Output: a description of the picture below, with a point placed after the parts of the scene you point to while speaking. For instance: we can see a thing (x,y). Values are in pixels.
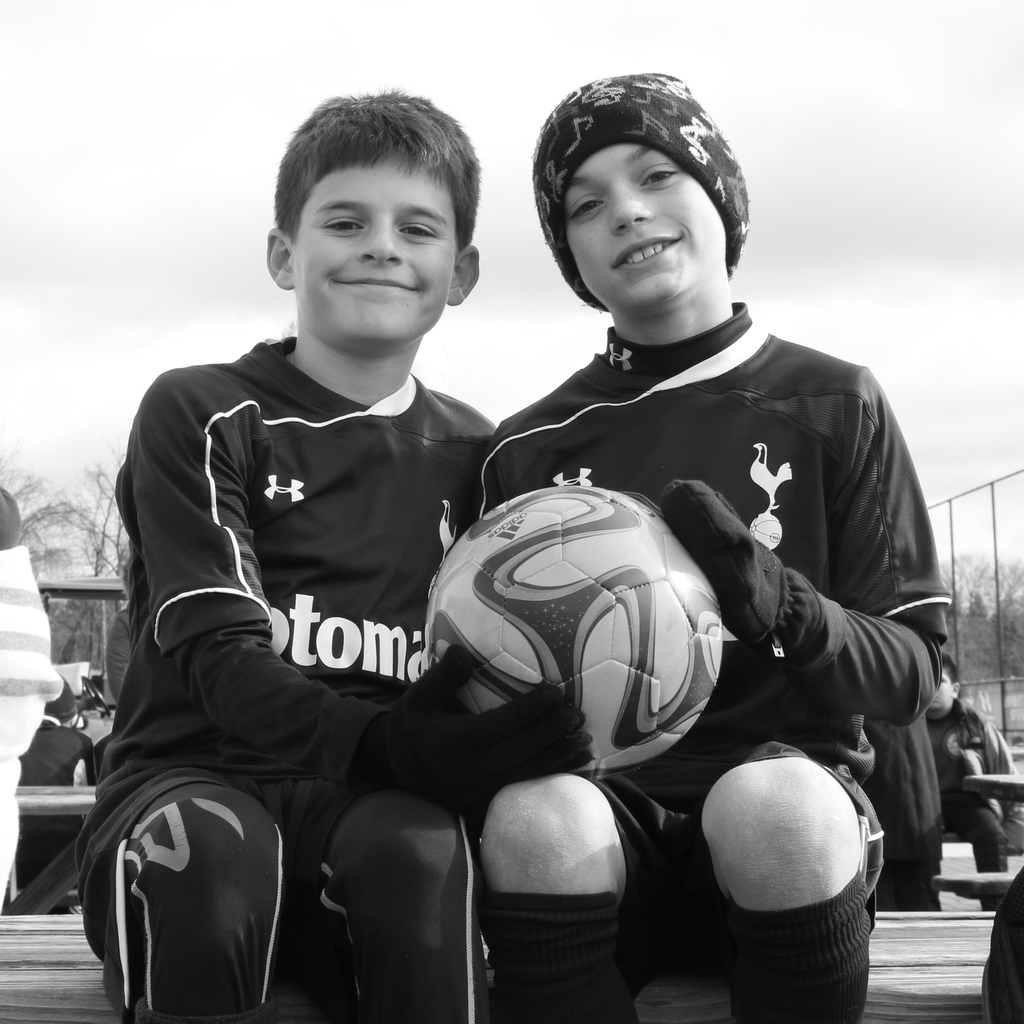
There are two kids (360,398) sitting on a table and holding a ball (581,576) in their hands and there are group of people (939,699) sitting behind them.
